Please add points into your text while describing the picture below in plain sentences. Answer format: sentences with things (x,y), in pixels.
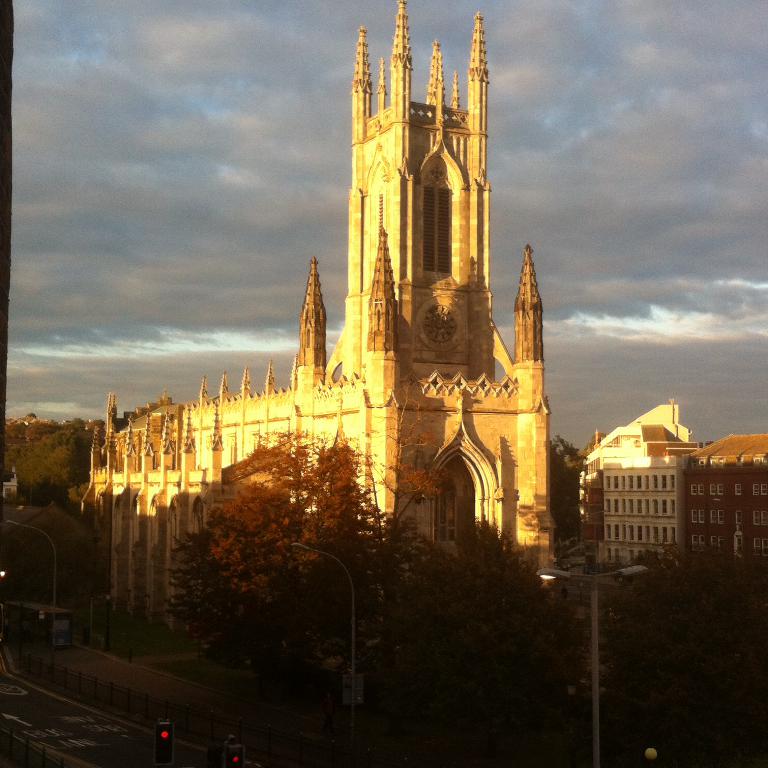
In this image in front (22,699) there is a road (110,748). There are traffic signal lights (229,756). There are street lights (334,556). There is a person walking on the road (177,751). There is a metal fence (302,734). In the background of the image (51,382) there are trees (493,549), buildings (491,389) and sky (645,73).
